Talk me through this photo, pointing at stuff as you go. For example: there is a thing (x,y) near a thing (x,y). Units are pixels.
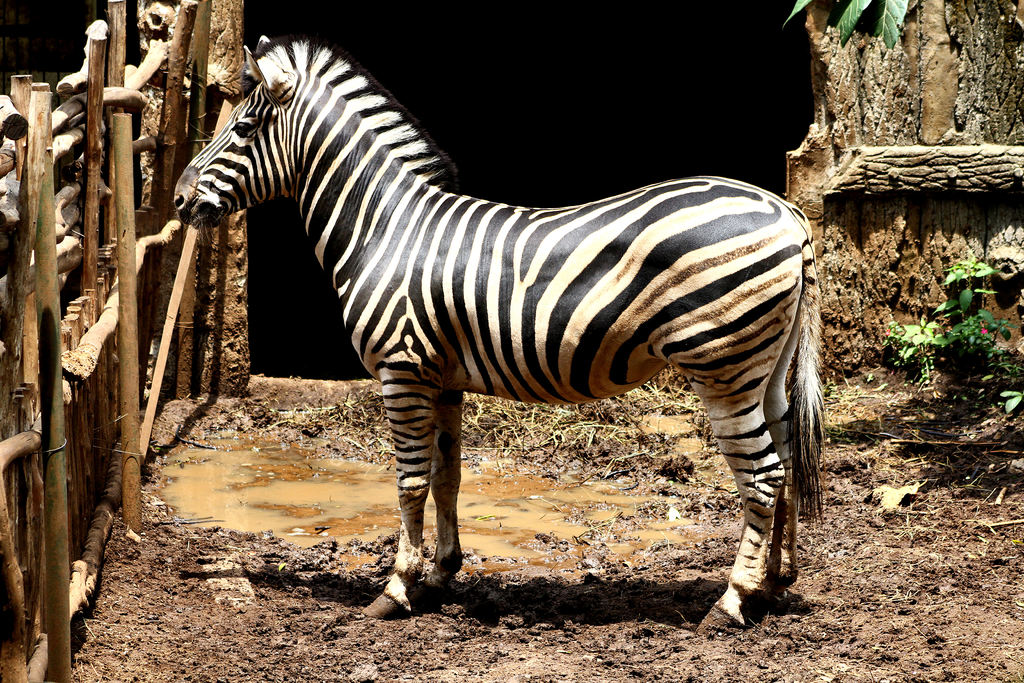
In this picture we can see a zebra (489,371) standing on the ground (534,628), mud (345,629), wooden fence (52,438), plants (970,304) and in the background (445,123) it is dark.
